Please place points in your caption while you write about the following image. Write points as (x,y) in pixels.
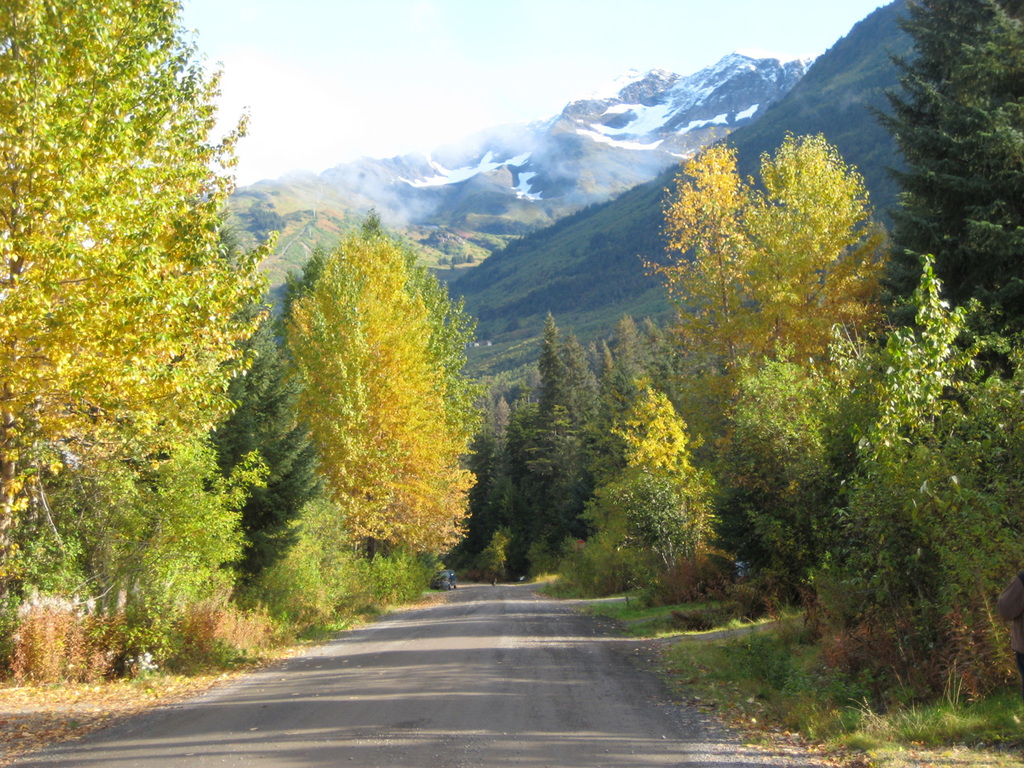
In this image we can see a group of trees (687,435) and some plants (712,553). In the background (684,126), we can see the hills (746,135) and the sky (449,10).
